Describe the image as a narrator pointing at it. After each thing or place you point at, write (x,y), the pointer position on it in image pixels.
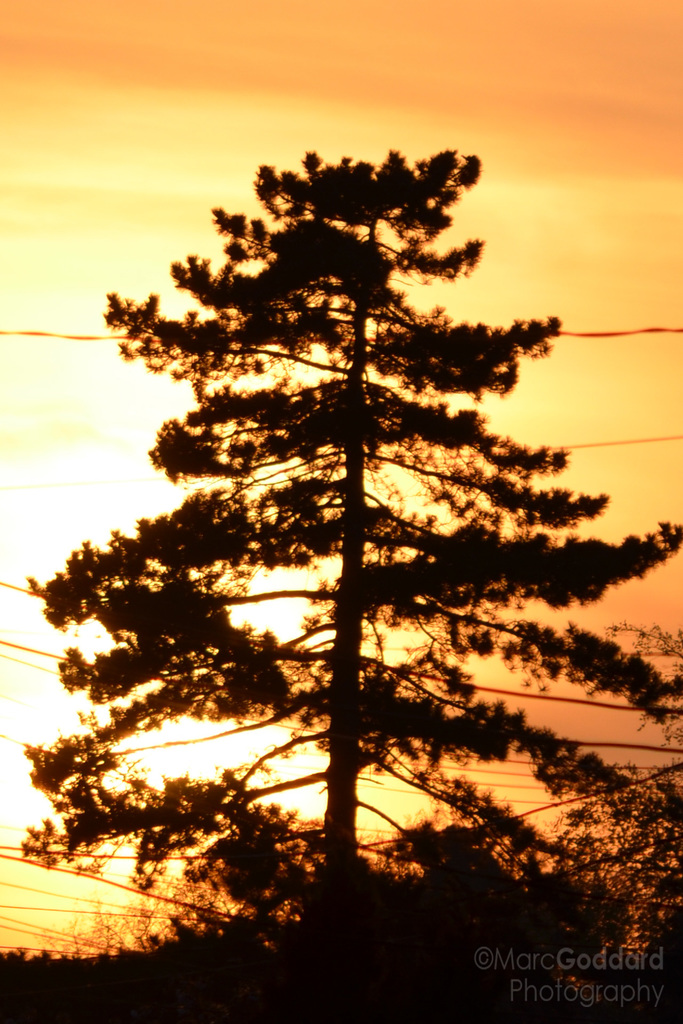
In this picture there is a tree (393,180) in the center of the image (289,392) and there are wires (61,910) and sun rays (311,609) in the background area of the image (27,821).
